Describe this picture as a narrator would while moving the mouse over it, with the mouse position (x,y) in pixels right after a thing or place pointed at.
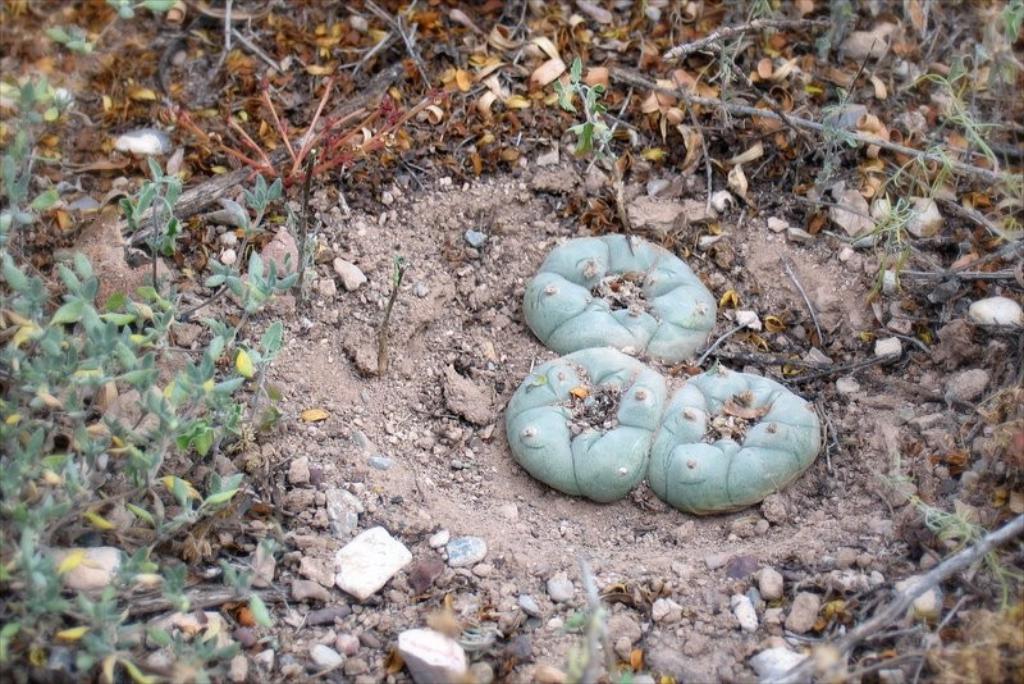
In this picture there are three green color cactus plants (650,403) seen in the ground (547,504). Behind there are some dry leaves (249,88) and stones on the ground (359,135).
